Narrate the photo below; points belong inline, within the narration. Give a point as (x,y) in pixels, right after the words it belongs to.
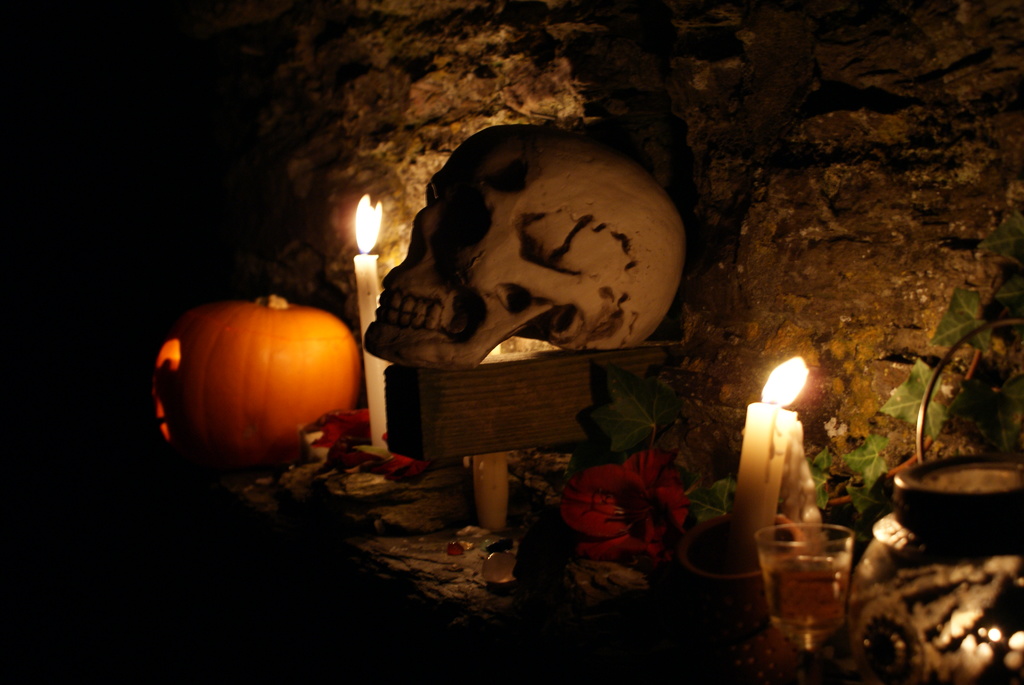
In this image we can see there is a skull (471,212) on the wooden brick (457,395), besides the skull (428,359) there are candles (777,441), plant (625,431), flowers (338,433), pumpkin (237,396), glass (814,587). In the background (911,182) there is a wall (324,94).
